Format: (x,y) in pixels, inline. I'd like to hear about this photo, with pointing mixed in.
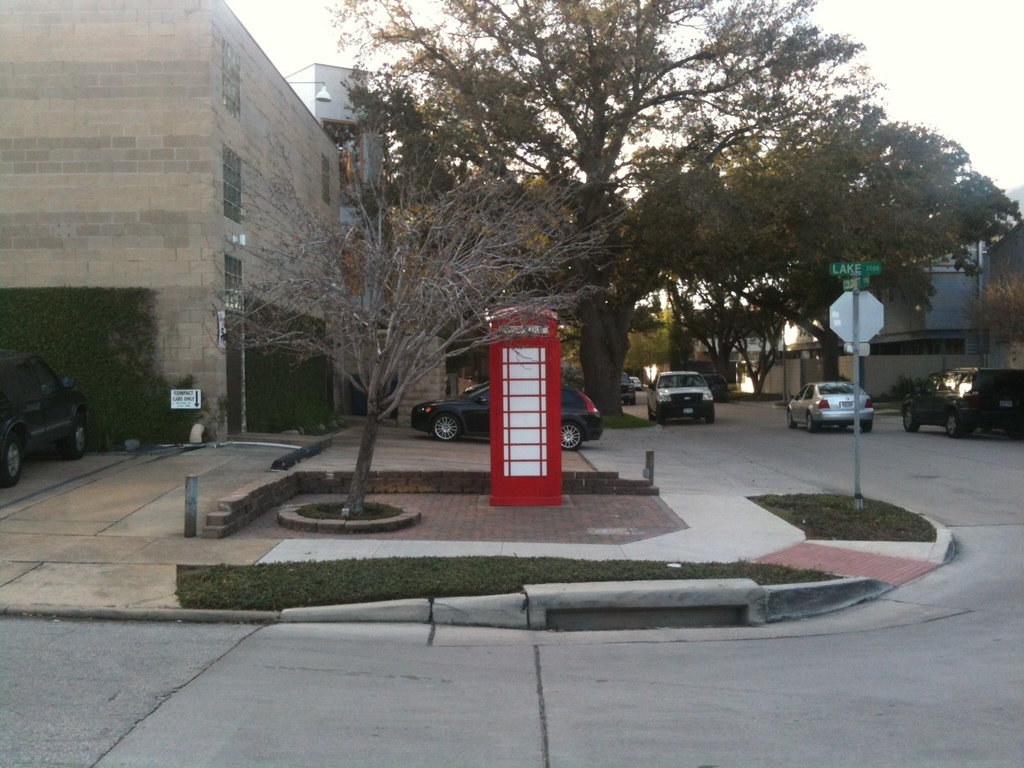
In this image I can see a red colour booth (535,373) in the centre of this image (496,390). I can also see number of vehicles (481,395), trees (704,333), buildings (22,53) and on the right side of this image (862,323) I can see a pole (858,365) and few boards (853,332). I can also see one more board (186,394) on the left side (190,406) and on these boards (854,272) I can see something is written.
